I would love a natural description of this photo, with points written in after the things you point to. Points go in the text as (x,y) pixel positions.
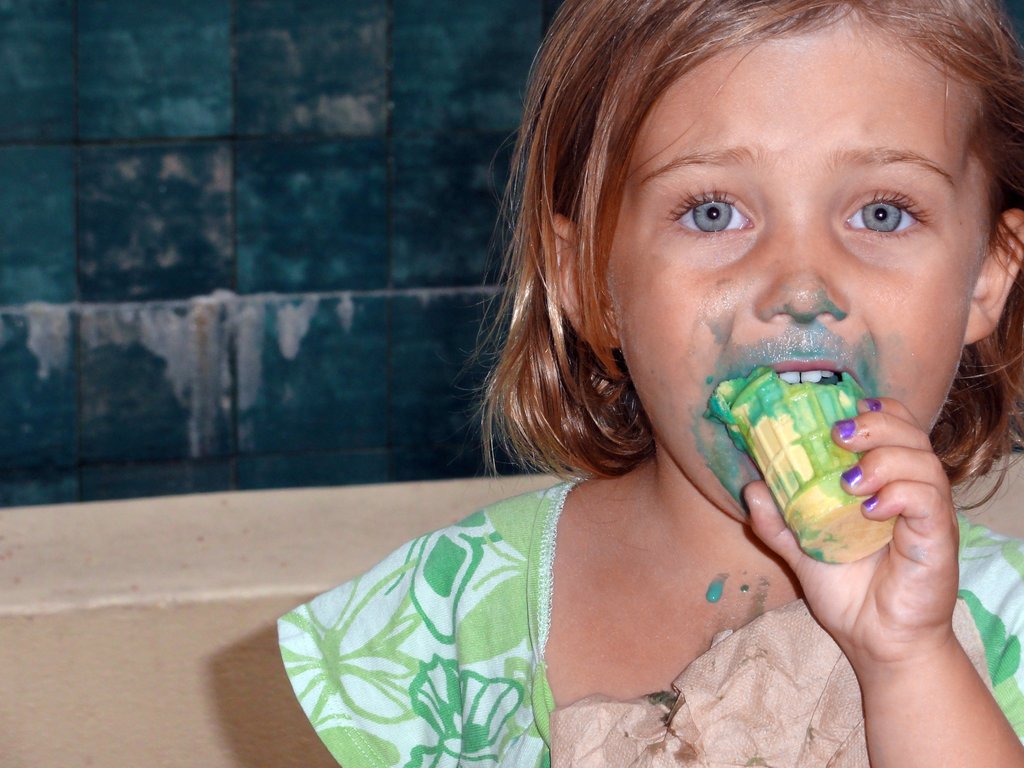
In this image in the front (634,547) there is a girl (639,540) eating ice cream (791,482). In the background (376,474) there is a wall (292,367) which is green in colour. In front of the wall (218,320) there is an object (200,562) which is cream in colour.
